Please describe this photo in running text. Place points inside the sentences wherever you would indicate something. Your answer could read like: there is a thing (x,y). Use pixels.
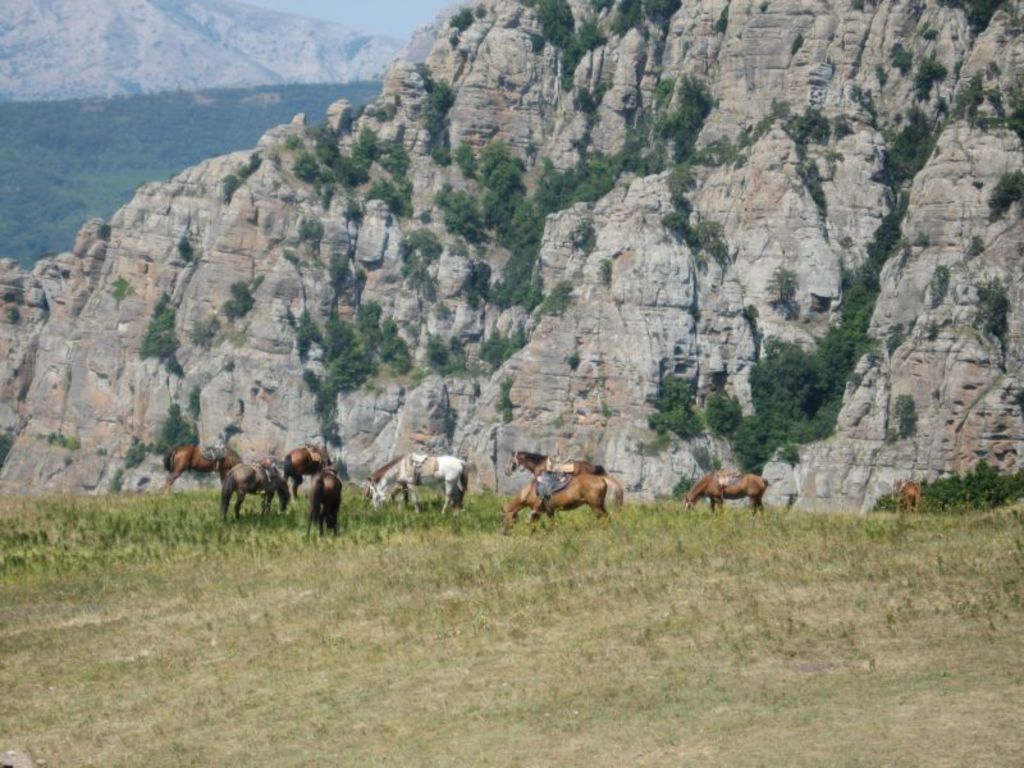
In this image we can see animals (328,511). At the bottom (199,532) there is grass (198,558). In the background (192,104) there are hills (355,80) and sky (404,15).
